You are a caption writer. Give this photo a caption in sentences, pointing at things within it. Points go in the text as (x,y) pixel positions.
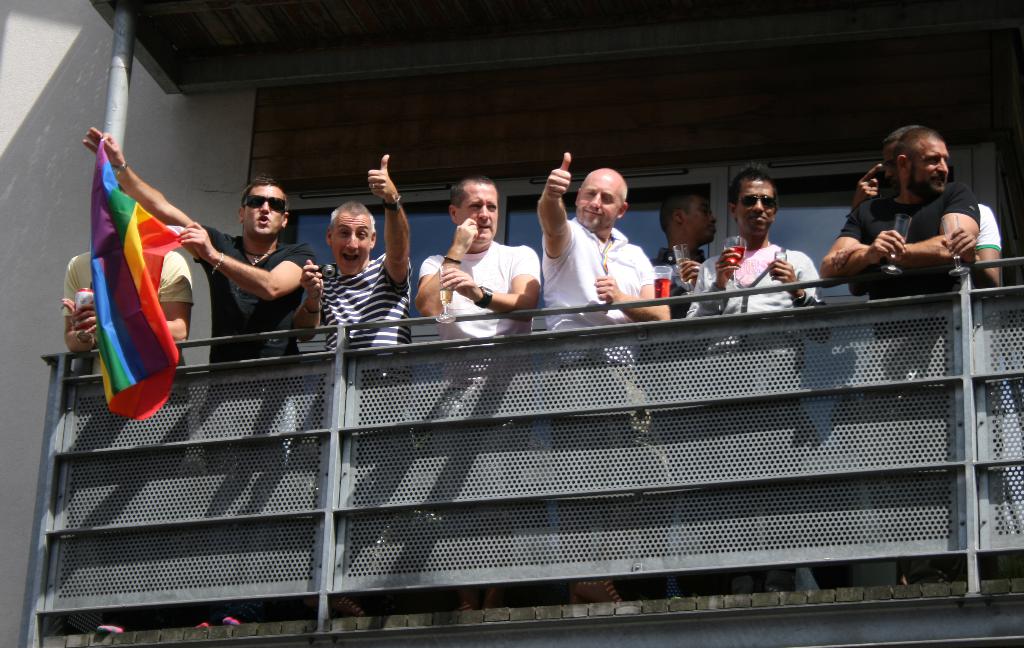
In this image we can see people (485,212) standing in a balcony (865,592). There is a railing (908,358). There is a person (265,281) holding a flag (117,225). To the left side of the image (59,223) there is a wall (50,97). In the background of the image (316,200) there is glass door (727,189).
